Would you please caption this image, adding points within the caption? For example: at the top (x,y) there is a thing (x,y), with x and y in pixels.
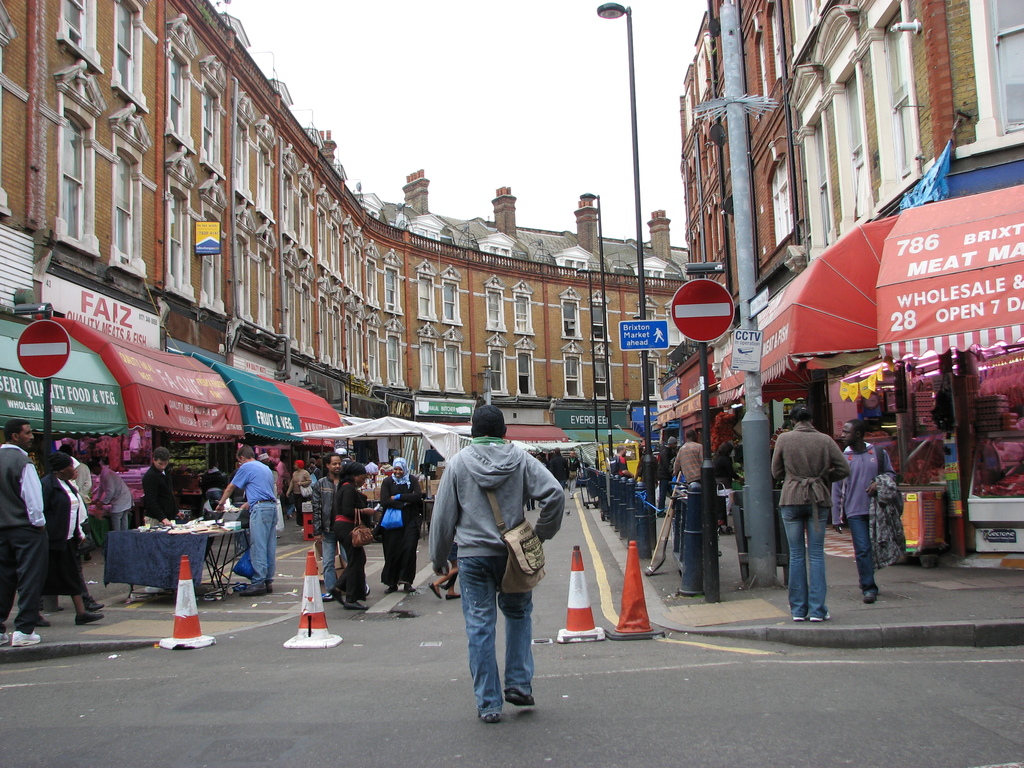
In this image I can see group of people (84,533), some are standing and some are walking and I can also see few poles (630,488) and I can see few stalls (846,420), banners (186,417) in multicolor. Background (395,371) I can see few light poles (595,200), buildings (551,295) in brown and cream color.
